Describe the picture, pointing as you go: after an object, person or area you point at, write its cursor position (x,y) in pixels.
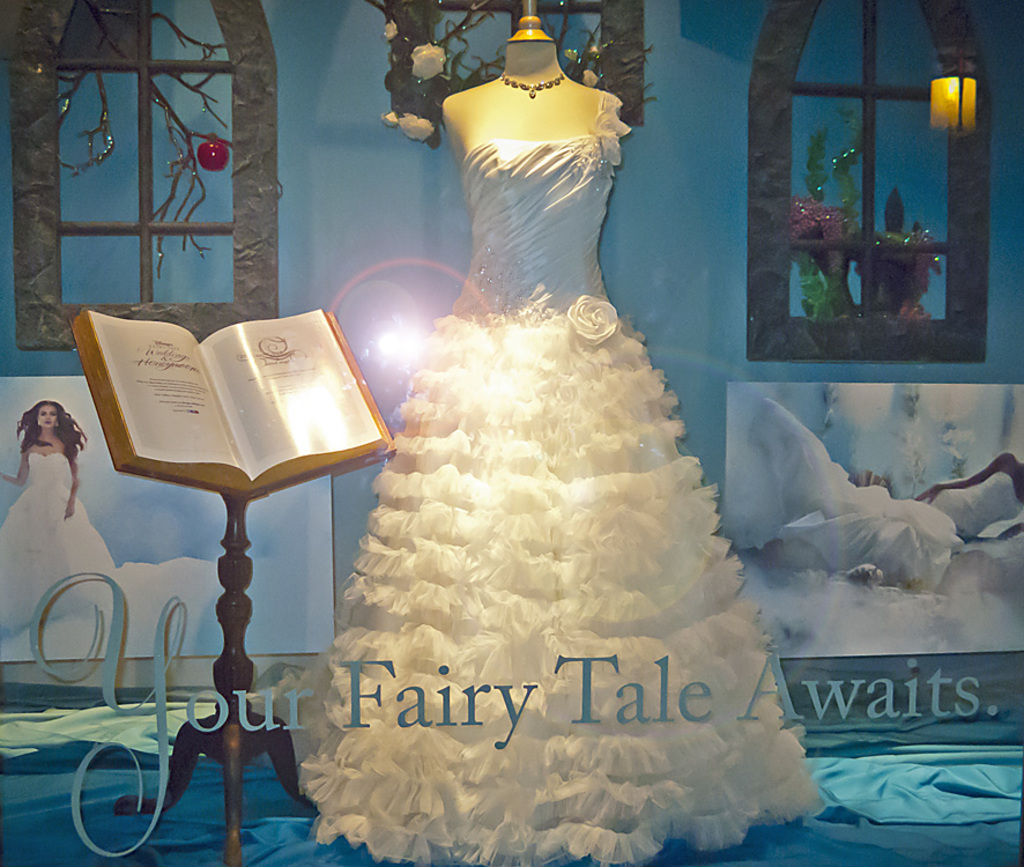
In this picture there is a mannequin (536,132) wearing gown (497,690), beside that there is a stand (238,568) with book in it.
